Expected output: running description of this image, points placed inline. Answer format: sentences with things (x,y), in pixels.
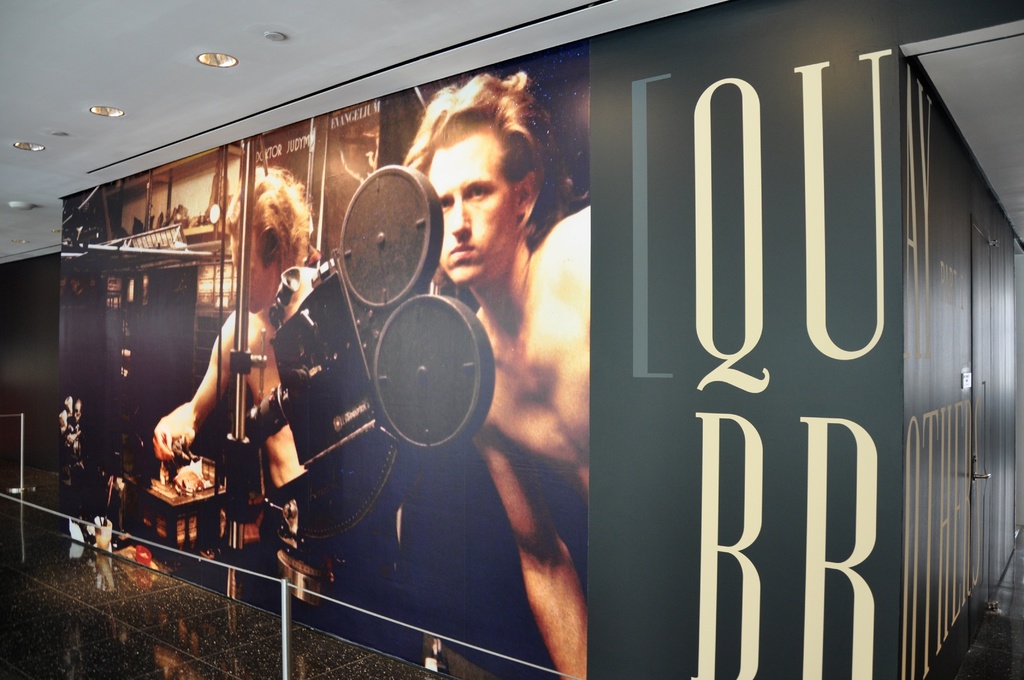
In the center of the image (508,340) a wallpaper (359,322) is present on the wall (580,296). At the top of the image (203,81) roof (178,96), lights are there. At the bottom of the image (237,632) floor (248,622) is there. On the right side of the image (957,355) walls (915,371) are there.
